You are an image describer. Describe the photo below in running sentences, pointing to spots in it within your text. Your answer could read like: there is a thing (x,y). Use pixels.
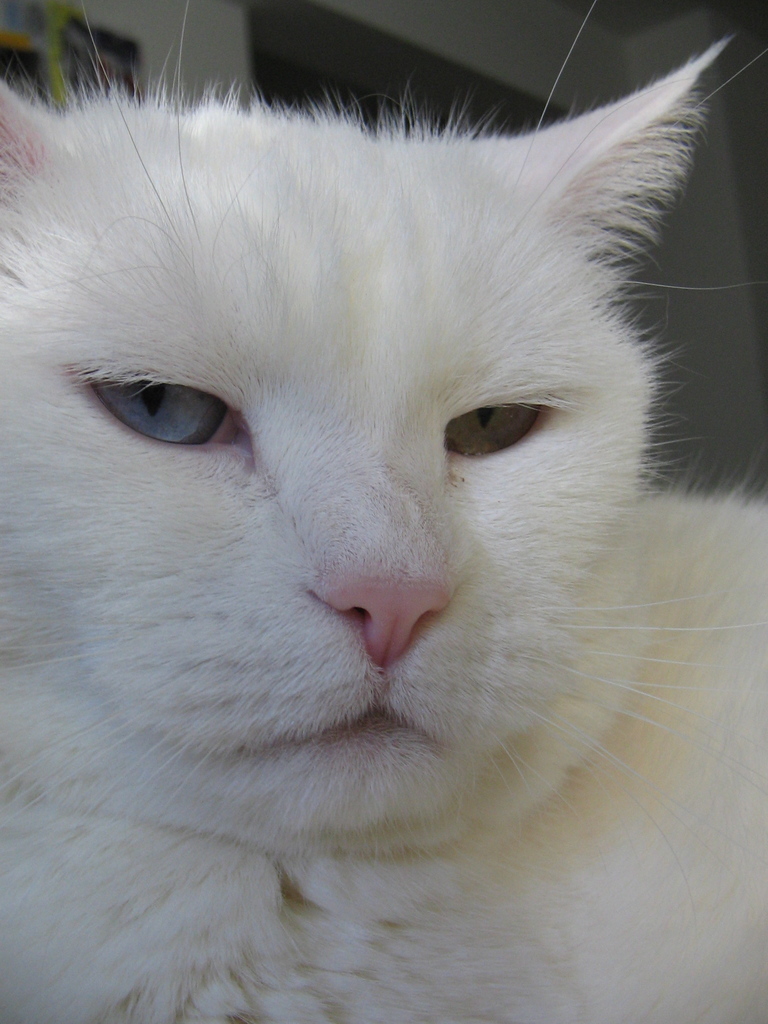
In this picture there is a white cat (540,486). In the back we can see the door (718,181). On the top left corner (40,49) we can see the photo frames (99,67) on the wall (173,59).
